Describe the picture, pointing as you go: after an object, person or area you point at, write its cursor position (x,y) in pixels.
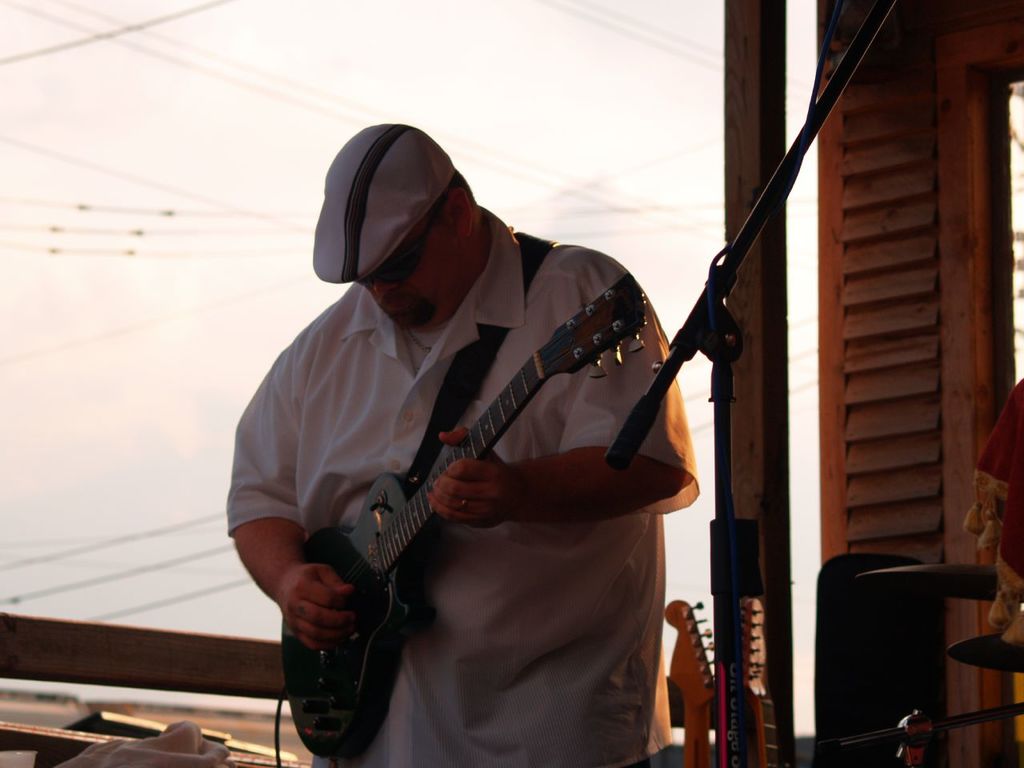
He is standing. He is holding a guitar (639,303). He is playing a musical instruments (381,545). He is a wearing a cap (358,138). We can see in background (682,325) white color sky (676,247) and musical instrument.
